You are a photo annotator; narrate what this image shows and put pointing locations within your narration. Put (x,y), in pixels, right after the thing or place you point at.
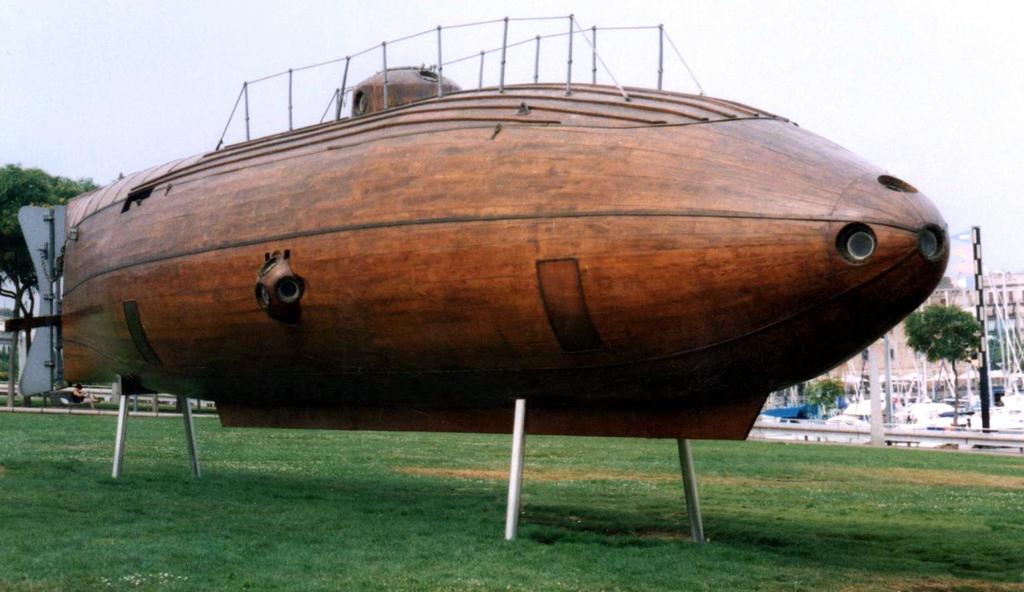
In this picture I can see there is a submarine (253,234) and in the backdrop (933,422) there are boats (933,412), trees (928,316), buildings (902,339) and the sky (149,104) is clear.
